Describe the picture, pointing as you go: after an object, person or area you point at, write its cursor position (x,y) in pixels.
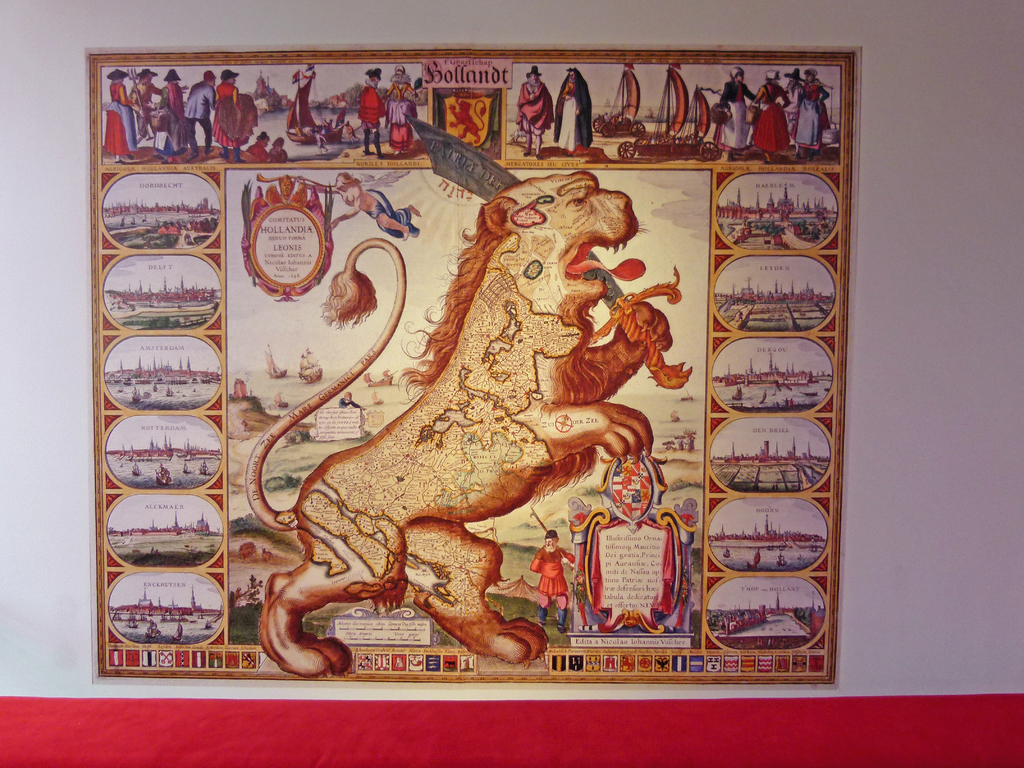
In this picture we can see a poster (474,399) with different images (467,362) and some text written on it.
